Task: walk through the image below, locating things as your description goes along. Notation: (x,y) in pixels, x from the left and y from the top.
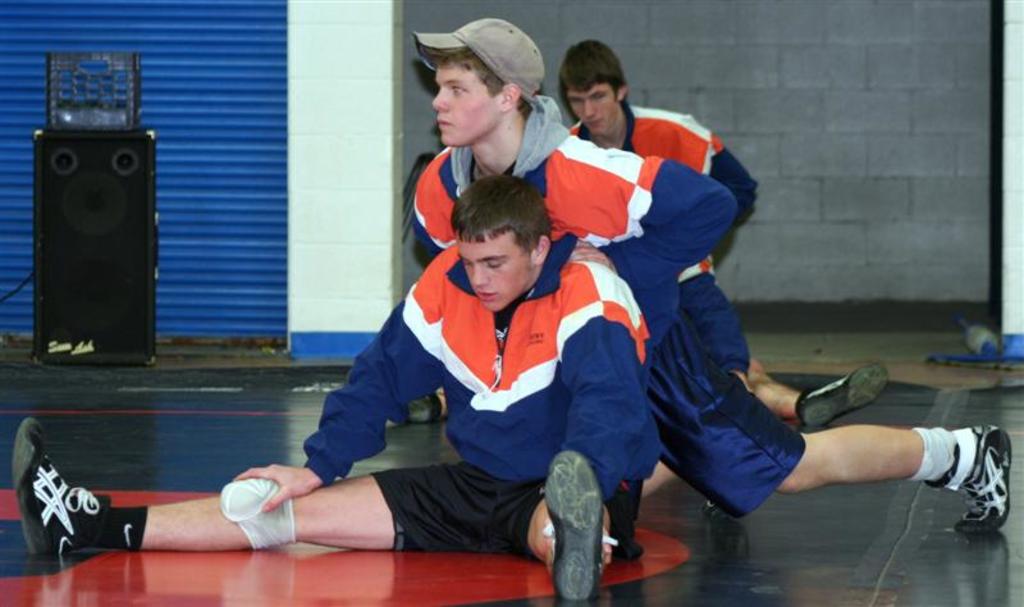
In this image there is a man (466,511) sitting on the floor (488,578) by stretching his legs (599,569). In the background (615,213) there is another person (608,227) who is pushing the man (525,314) who is sitting on the ground (450,553). On the left side (149,208) there are speakers (110,229). In the background (764,273) there is a wall (764,273). Beside the wall (764,273) there is a shutter (223,106). In the background (727,349) there are two other persons (690,157).
